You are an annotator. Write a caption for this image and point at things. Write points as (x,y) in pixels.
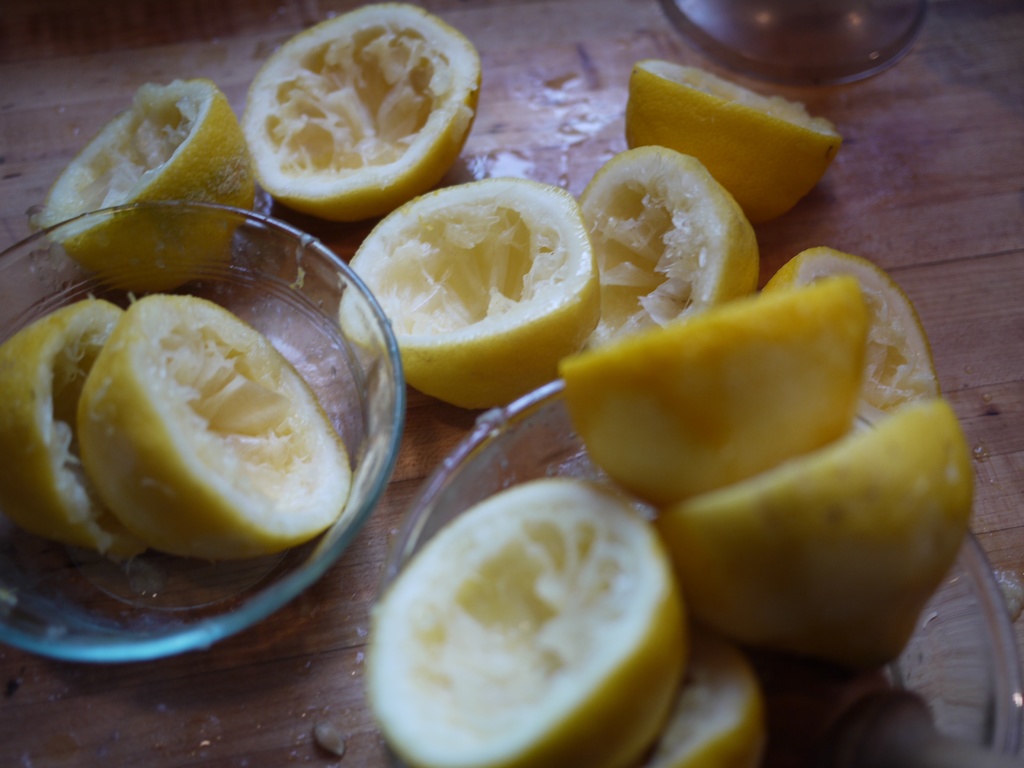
In this picture I can see a wooden surface (444,451) on which I can see lemon pieces (111,390), a glass cup (133,567) and other objects (491,464) on it.
